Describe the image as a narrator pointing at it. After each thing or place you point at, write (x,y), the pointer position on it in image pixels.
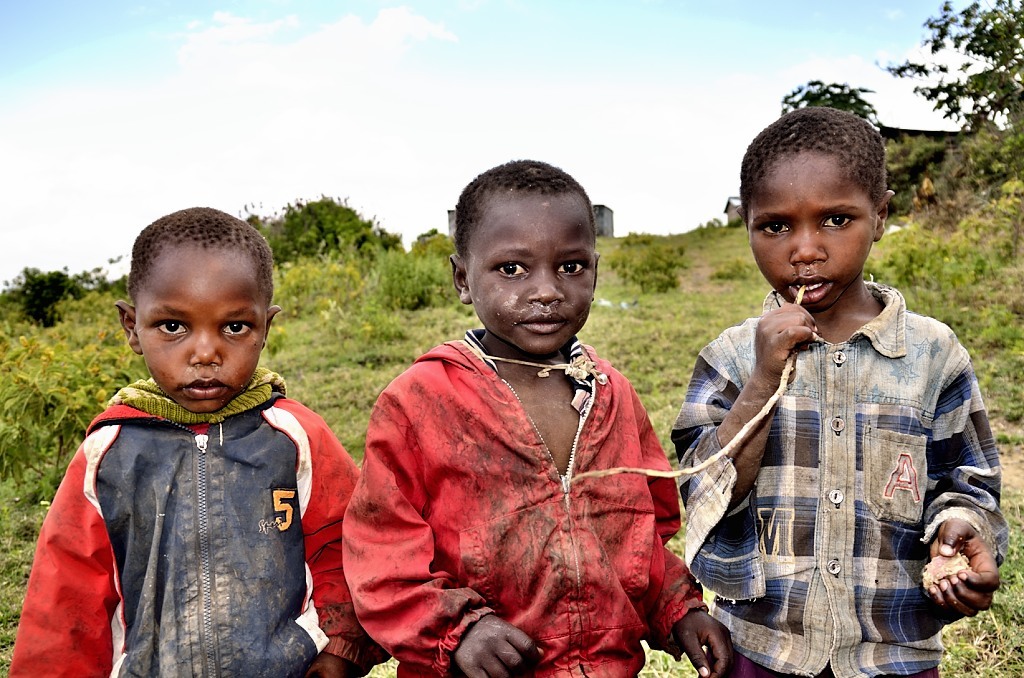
This image is taken outdoors. At the top of the image (110,153) there is the sky (350,103) with clouds (646,103). In the background (578,335) there is a ground (324,396) with grass (373,372) on it and there are a few trees (332,255) and plants (53,366) on the ground (386,317). There are a few houses (734,207). In the middle of the image (510,411) three kids (523,537) are standing on the ground (709,246) and a kid (750,379) is holding a rope (747,426) in his hands (789,321).
